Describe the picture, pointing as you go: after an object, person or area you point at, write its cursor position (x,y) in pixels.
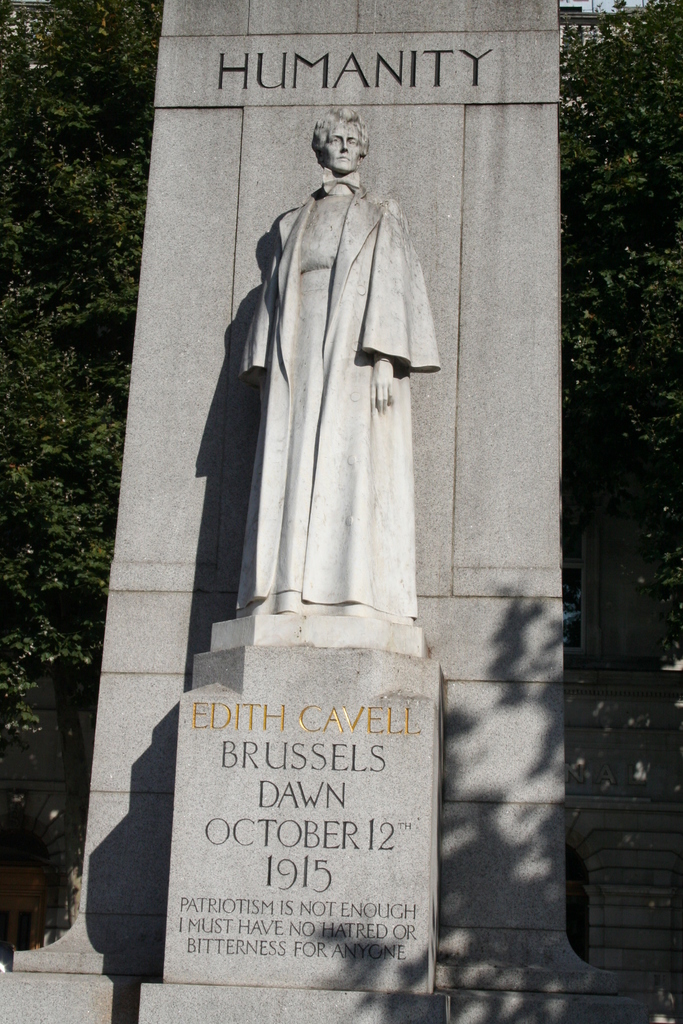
In the center of the image (339,362) there is a statue (337,560). In the background (44,157) there are trees (44,157).
